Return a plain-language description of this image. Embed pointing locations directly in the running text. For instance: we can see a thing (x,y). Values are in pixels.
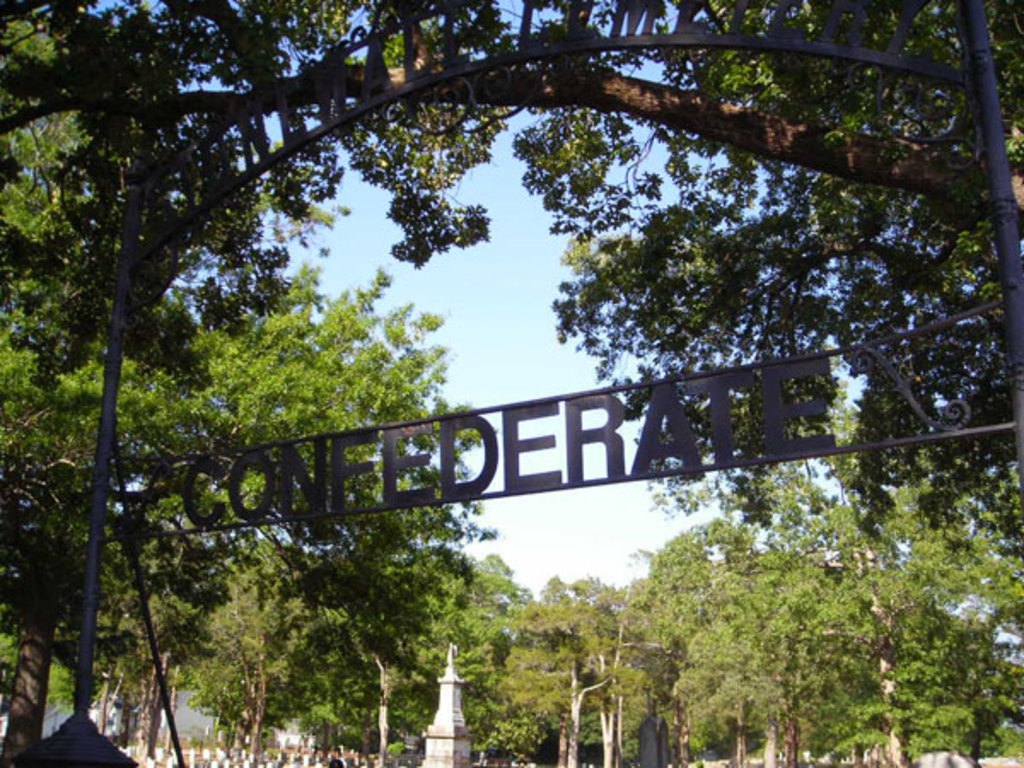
In this image we can see the boards (843,44) with some text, there are some trees (304,534), poles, towers (461,698) and the wall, in the background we can see the sky (464,311).
